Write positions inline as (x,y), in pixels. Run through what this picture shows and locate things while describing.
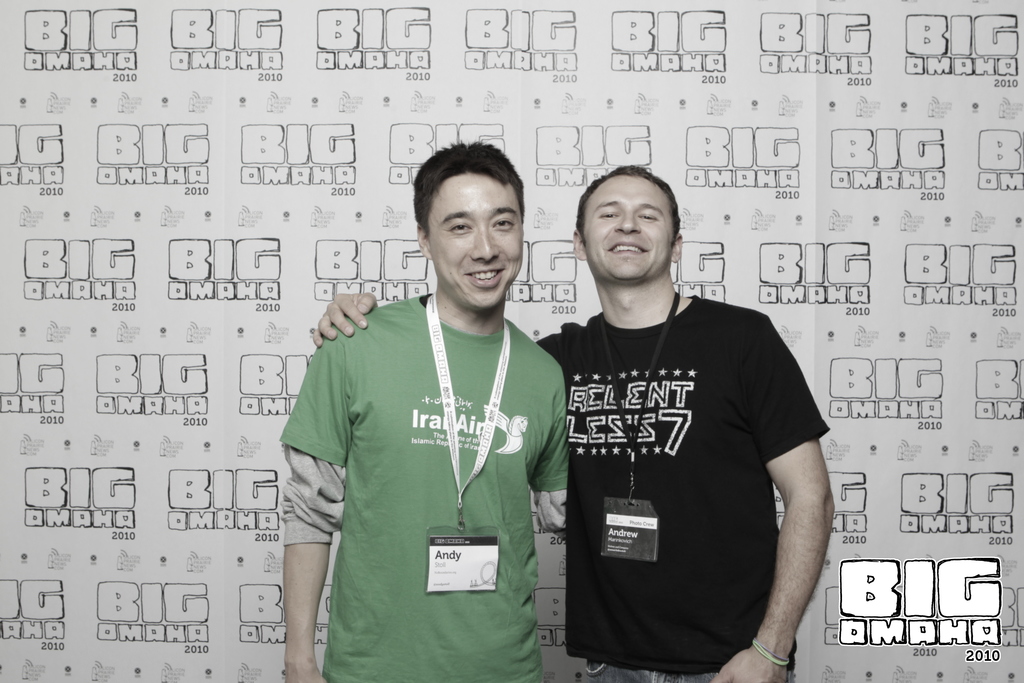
In this image two persons (469,467) are standing. Behind them there is a banner (768,311) having some text (827,258). They are wearing identity cards (604,498). Right bottom there is some text (840,639).
